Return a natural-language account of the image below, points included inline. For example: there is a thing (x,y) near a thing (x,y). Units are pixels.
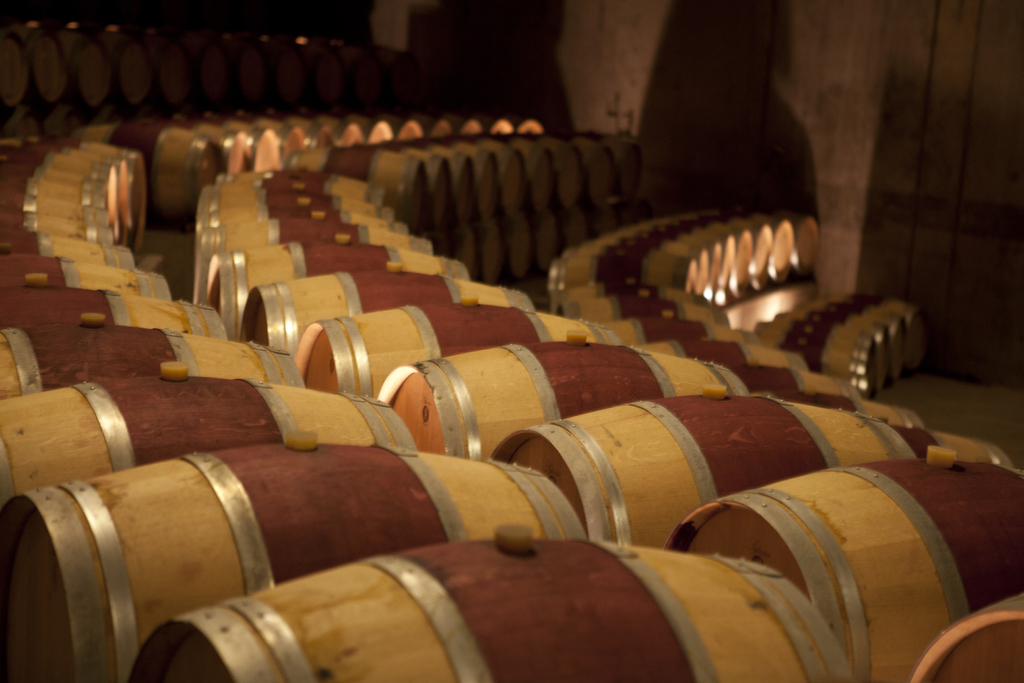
In this image, we can see some wooden barrels (240,662). We can also see the ground (957,401).
